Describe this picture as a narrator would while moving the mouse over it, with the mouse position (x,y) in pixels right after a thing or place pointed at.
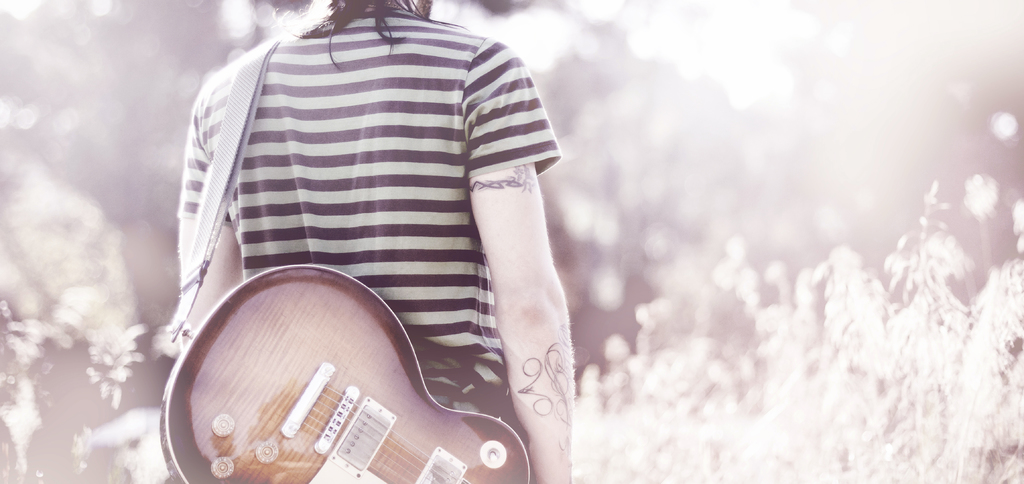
A person (401,188) is standing and holding a guitar (354,430).
